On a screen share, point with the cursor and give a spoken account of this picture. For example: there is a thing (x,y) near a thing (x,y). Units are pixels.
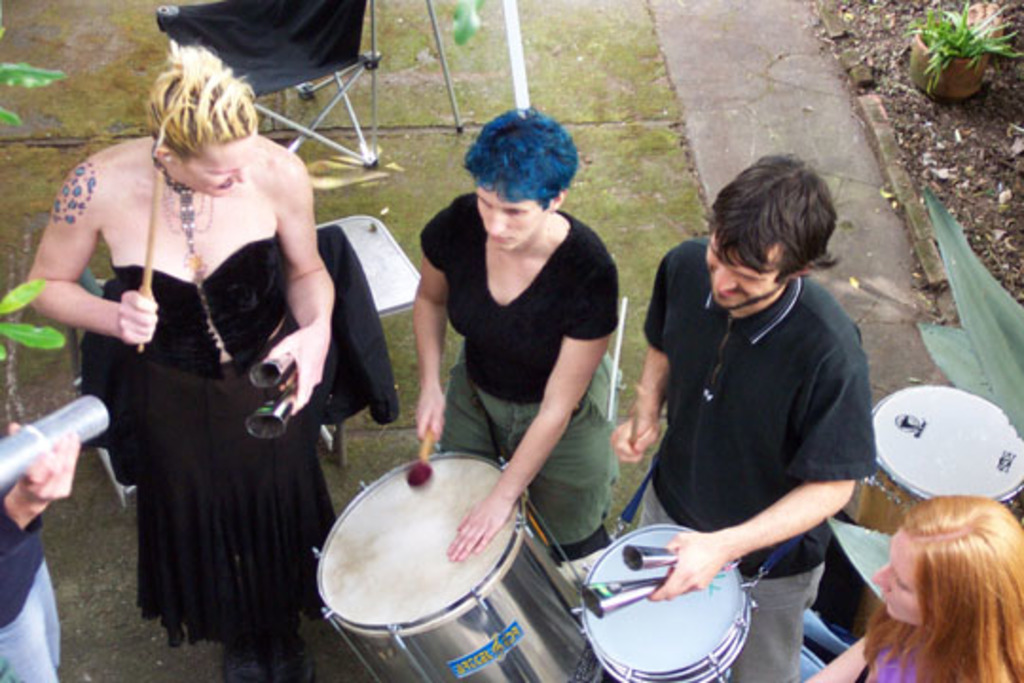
One woman (219,340) wearing a black dress (179,309) is holding a stick (149,249). Beside to her two persons (580,367) are holding drums (645,601) and sticks (414,475). One lady (887,583) is there. There is a stand (337,93). One table (387,257) is behind them. In the background (968,78) there is a pot (961,64) with a plant (967,40).
